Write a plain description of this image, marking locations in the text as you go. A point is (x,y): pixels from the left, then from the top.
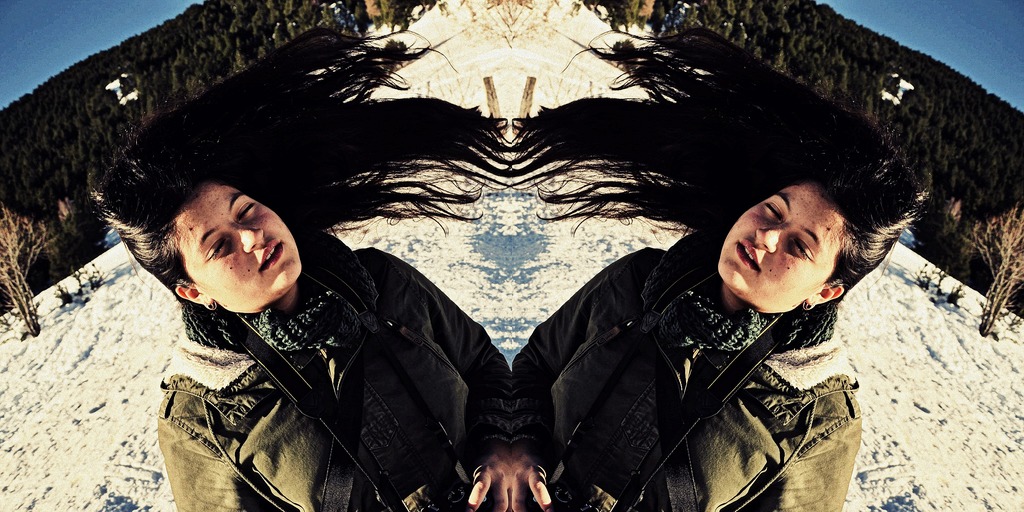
In this picture we can see same woman (250,133) on both sides of the image and in the background (130,291) we can see snow (88,285), trees (66,108), hill (163,65), sky (43,50).
